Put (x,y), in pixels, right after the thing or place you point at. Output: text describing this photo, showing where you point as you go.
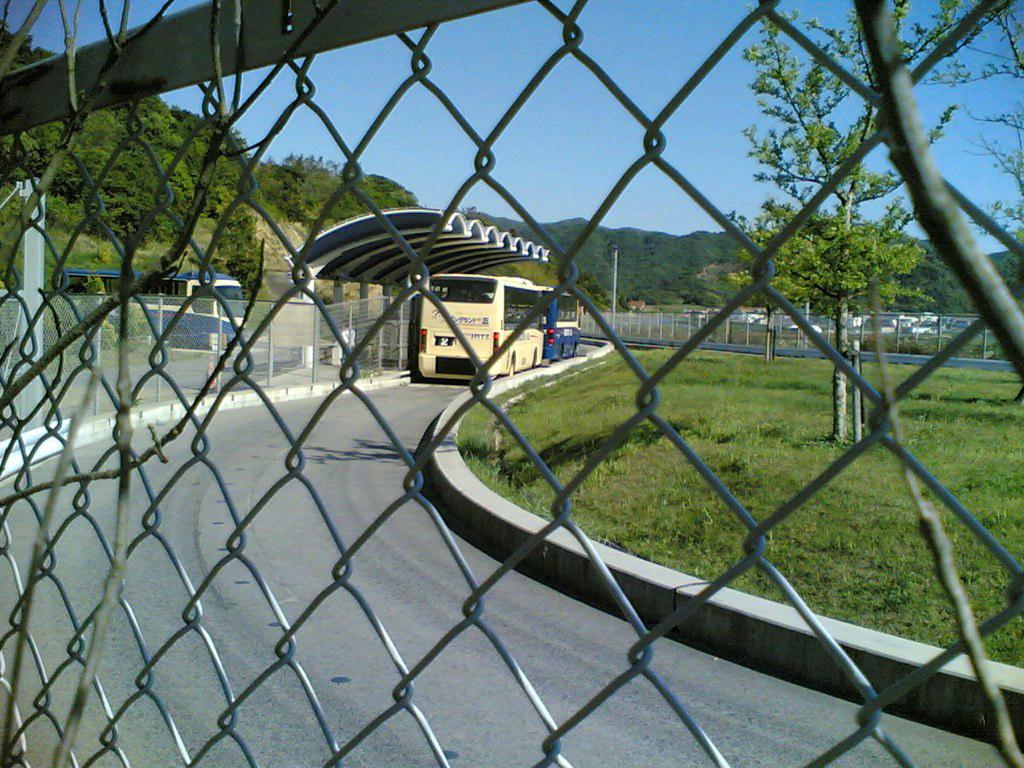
In this picture we can see buses (496,288) on the road (366,591), fences (363,351), shelter (400,219), grass (878,515), trees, mountains (706,299), poles (29,237) and in the background (389,149) we can see the sky (551,173).
